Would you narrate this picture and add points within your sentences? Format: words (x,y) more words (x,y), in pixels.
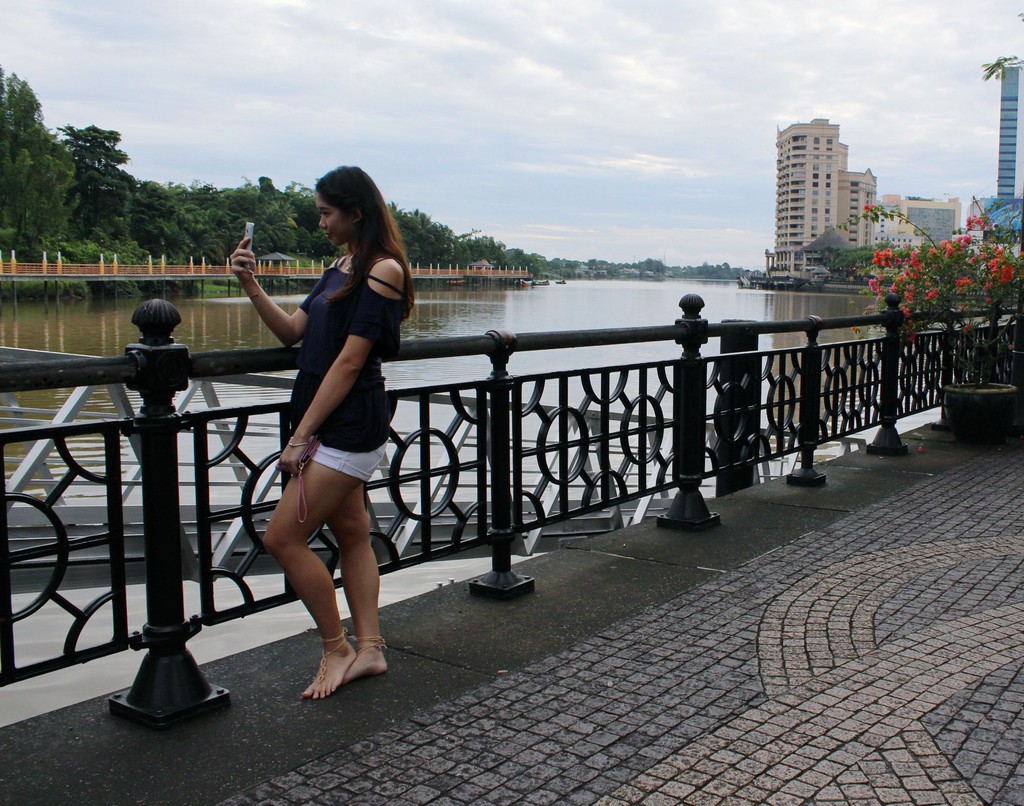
In the image we can see a woman (332,390) standing, wearing clothes (322,449) and holding a gadget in hand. Here we can see footpath (748,601), fence (717,436), water (612,285) and plant pot (973,277). Here we can see bridge (113,266), buildings (794,230), trees (279,208) and the white sky (493,116).
